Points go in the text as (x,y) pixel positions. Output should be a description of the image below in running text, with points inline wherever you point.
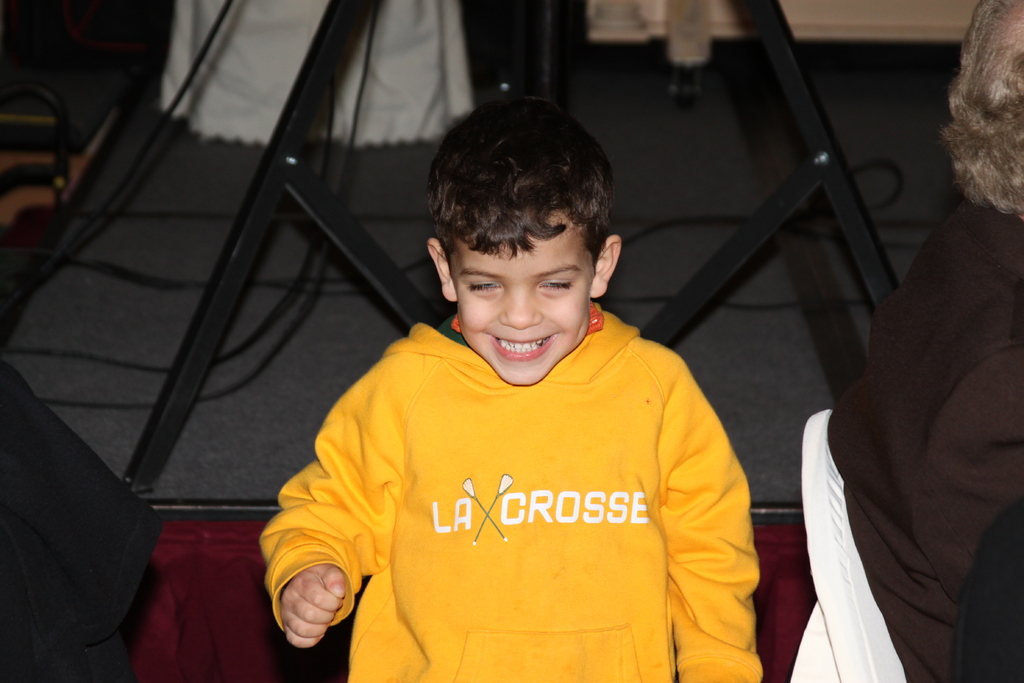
This image consists of a boy (514,409) wearing a yellow jacket (530,386). On the right (964,541), we can see a person (887,508) sitting on the chair (845,559). In the background (219,268), there is a stand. At the bottom (165,590), there is a cloth (144,645). In the background (180,490), we can see a stage (875,56).
